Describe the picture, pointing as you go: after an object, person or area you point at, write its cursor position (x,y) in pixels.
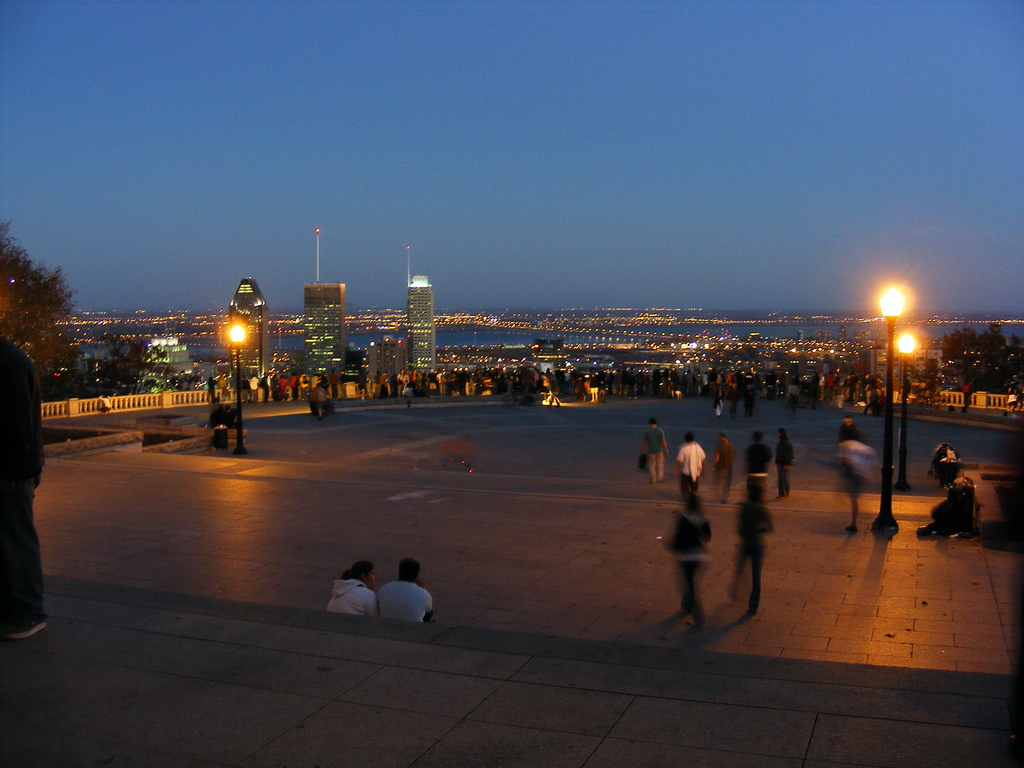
This picture shows buildings (581,362) and we see trees (20,282) and water (542,331) and few pole lights (239,401) and lighting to the buildings (764,346) and we see few people (518,385) standing and few are walking and few are seated and we see a blue sky (497,175).
